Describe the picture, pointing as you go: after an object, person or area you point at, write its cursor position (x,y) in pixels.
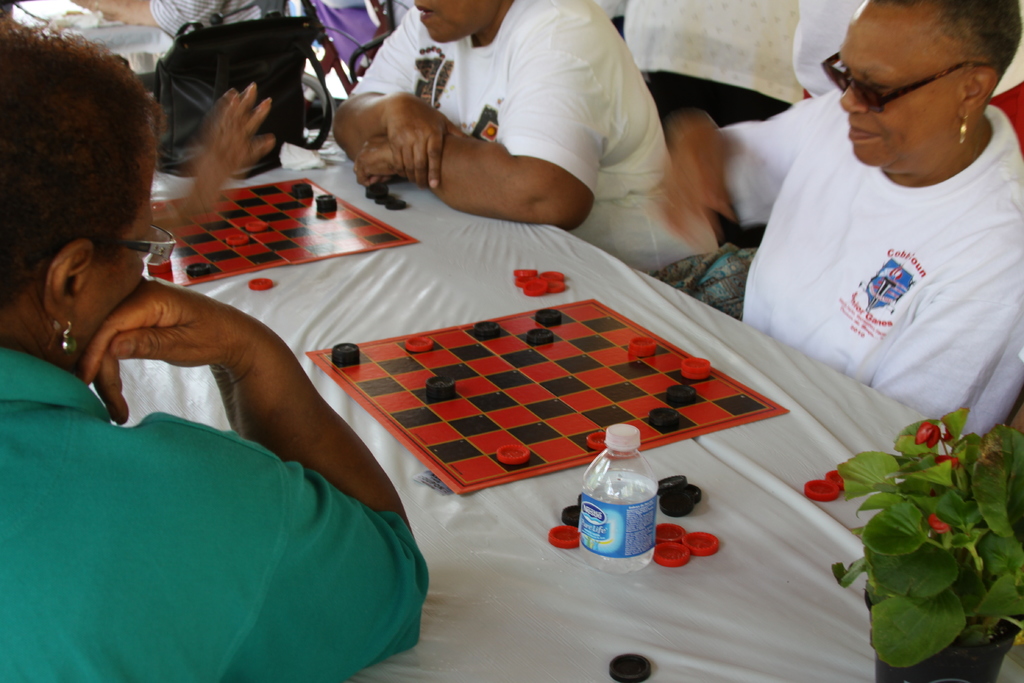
As we can see in the image there is a table (417,309) and few people (643,95) sitting. On table (400,324) there is bottle (637,538), plant (961,583), coins (532,279) and chess boards (541,390).
